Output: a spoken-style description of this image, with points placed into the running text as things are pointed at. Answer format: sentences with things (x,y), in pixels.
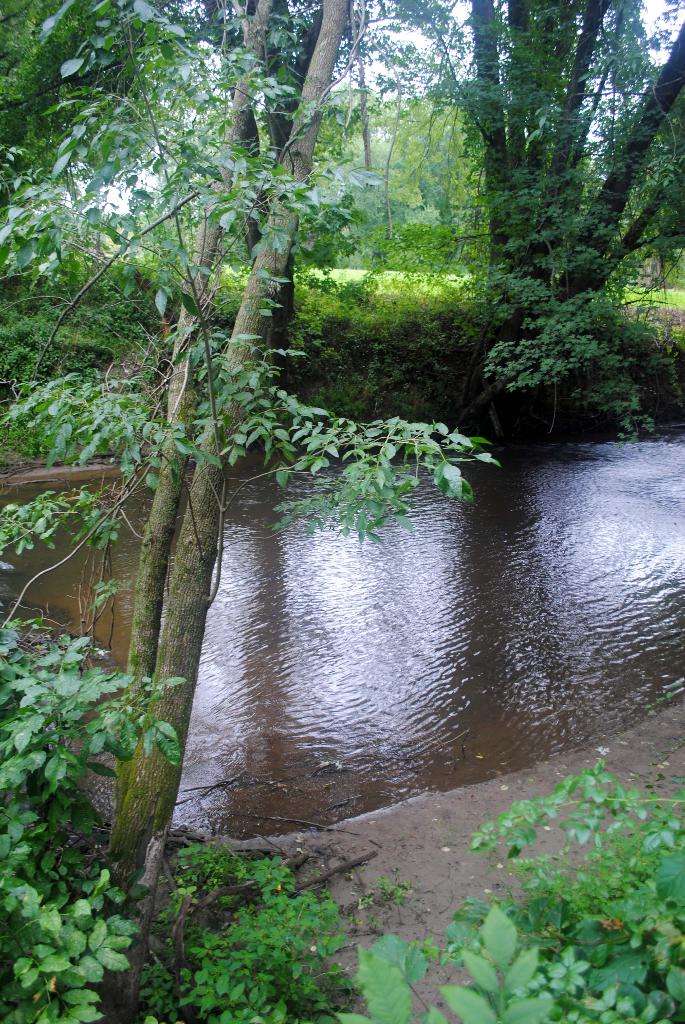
In this image, we can see so many trees (512,344), plants (336,287). In the middle of the image (293,638), we can see water (296,641). Background there is a sky (452,1).
